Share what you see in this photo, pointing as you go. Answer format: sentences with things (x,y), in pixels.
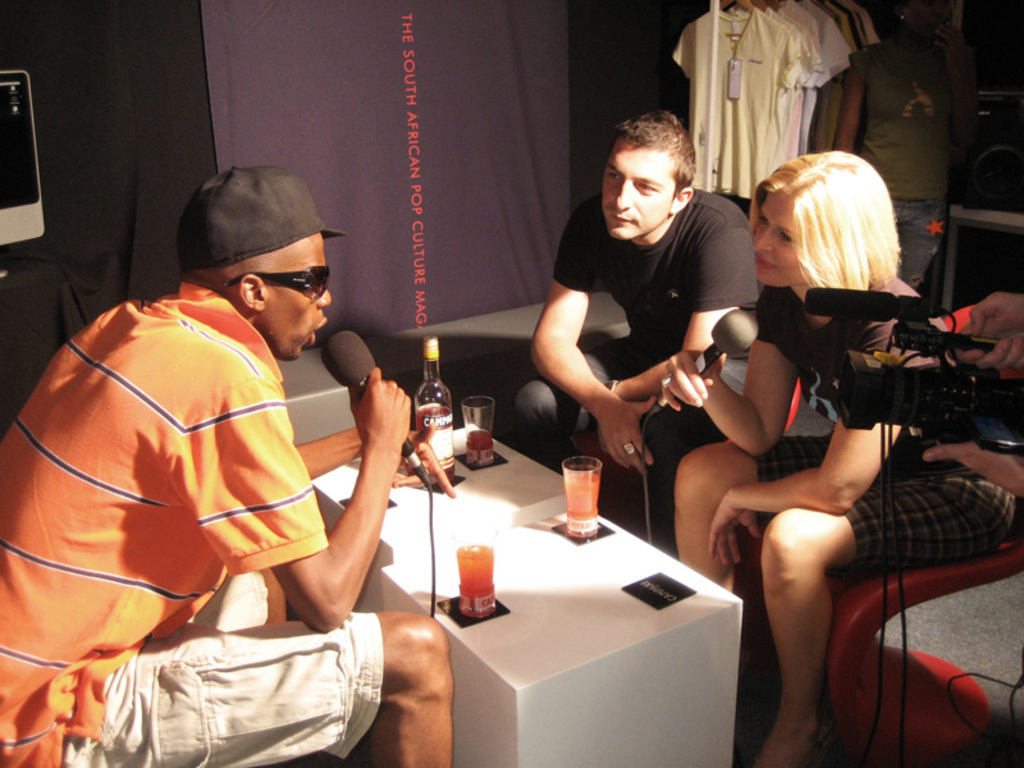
The picture is taken inside a room (167,405). In the left hand side (169,364) we can see a man (135,478) wearing orange t shirt (156,495) and white shorts (178,683) is holding one mic (356,370) and talking something. He is wearing a black cap (301,219) and sunglasses (313,276) also. It is looking like he is talking to the persons (556,351) in front of him. In front of him a man (665,264) and woman (755,399) sitting on a sofa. The woman (687,370) is holding one mic (657,400). In the middle (479,477) there is table (479,477) on the table (548,611) there is bottle (436,444) and three glasses (490,580). In the right hand side (935,334) a man (969,354) holding a camera (974,381). the camera (921,381) is panned on the man (427,460) on the left (324,454). In the background (888,113) we can see a man (895,95) is standing. Beside the person (898,167) there is one rack (710,66) on which t shirts (799,49) are hanged. The background (61,54) black and purple curtains (355,98).
